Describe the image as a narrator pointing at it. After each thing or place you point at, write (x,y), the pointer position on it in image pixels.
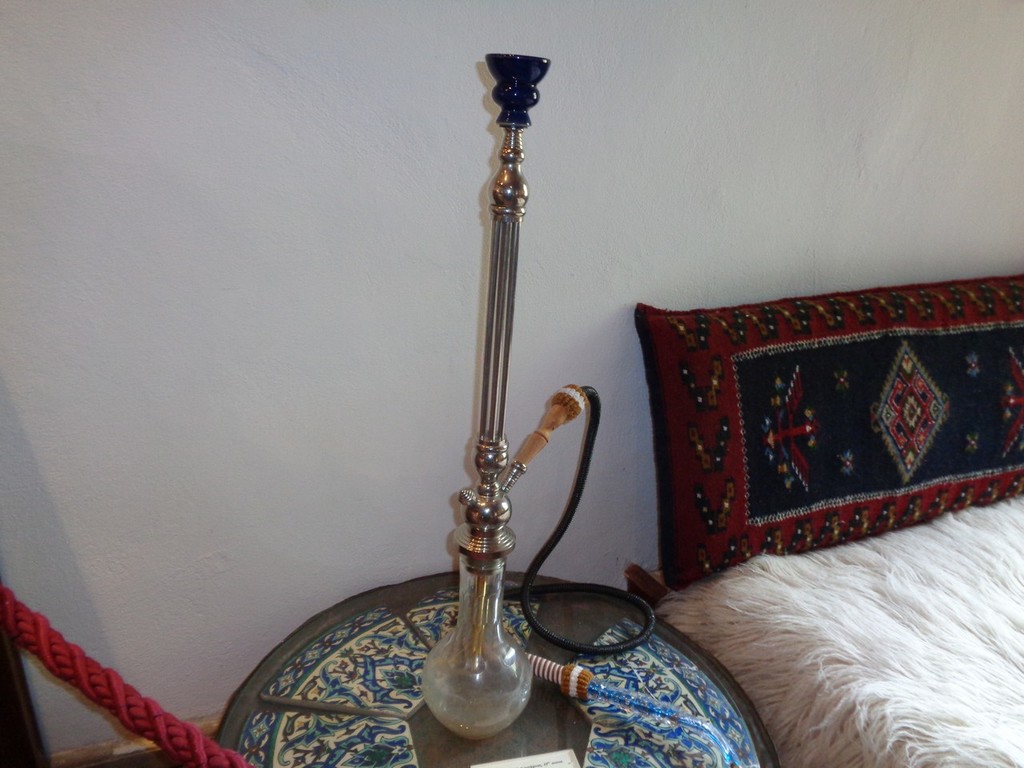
At the bottom of the image (412,663) we can see a table (562,721). On the table (604,611) we can see a hookah pot (510,107). In the bottom left corner (48,643) we can see a rope (62,636). In the bottom right corner (1009,711) we can see a bed (961,642). On the bed (990,703) we can see a pillow (938,508). In the background of the image (968,19) we can see the wall (34,355).
